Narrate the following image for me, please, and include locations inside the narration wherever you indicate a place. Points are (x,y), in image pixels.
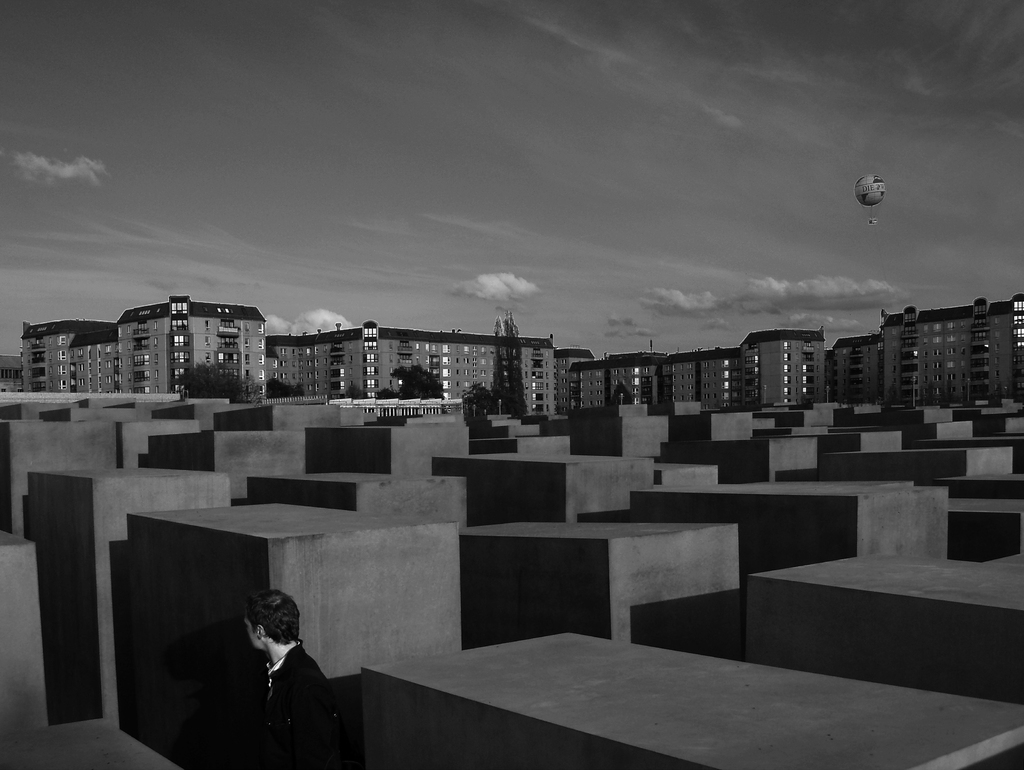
In this image at the bottom (274,615) there is one person (277,632) standing, and also there are some walls (699,466). In the background (993,338) there are some buildings (432,347), trees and in the air (821,202) there is one balloon (857,185). At the top (967,248) there is sky (832,186).
